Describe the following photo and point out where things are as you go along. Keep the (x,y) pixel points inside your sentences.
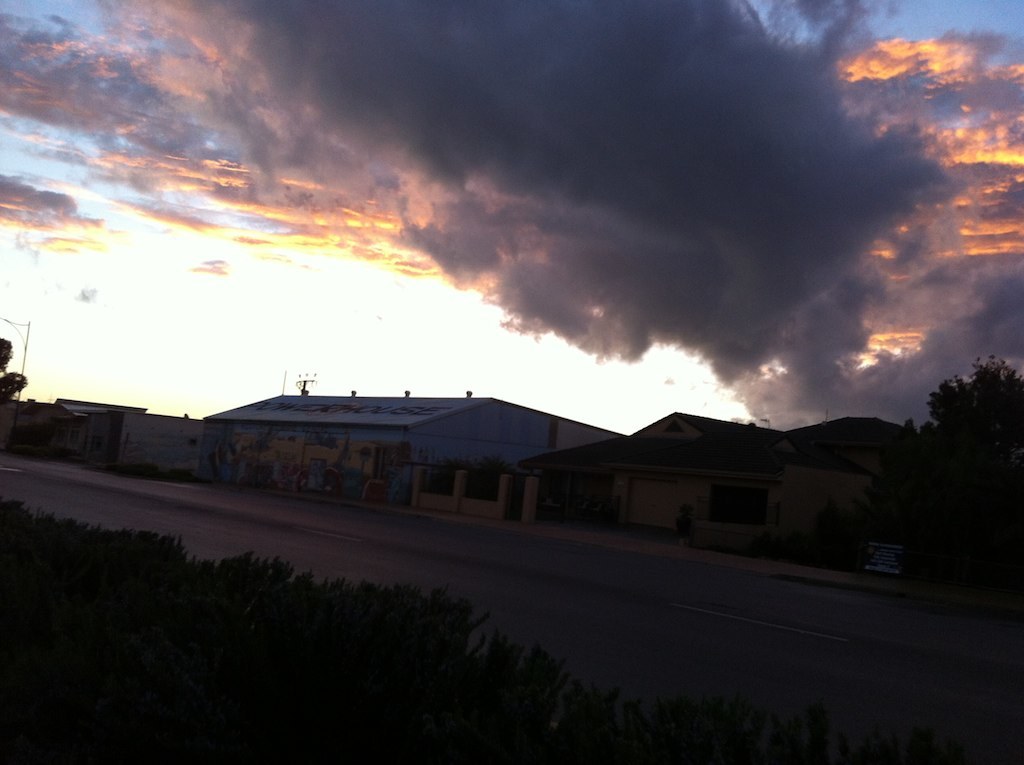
In this picture we can see few plants (178,644), trees (13,379), buildings (411,432) and clouds (449,276), and also we can see few poles (305,384).
